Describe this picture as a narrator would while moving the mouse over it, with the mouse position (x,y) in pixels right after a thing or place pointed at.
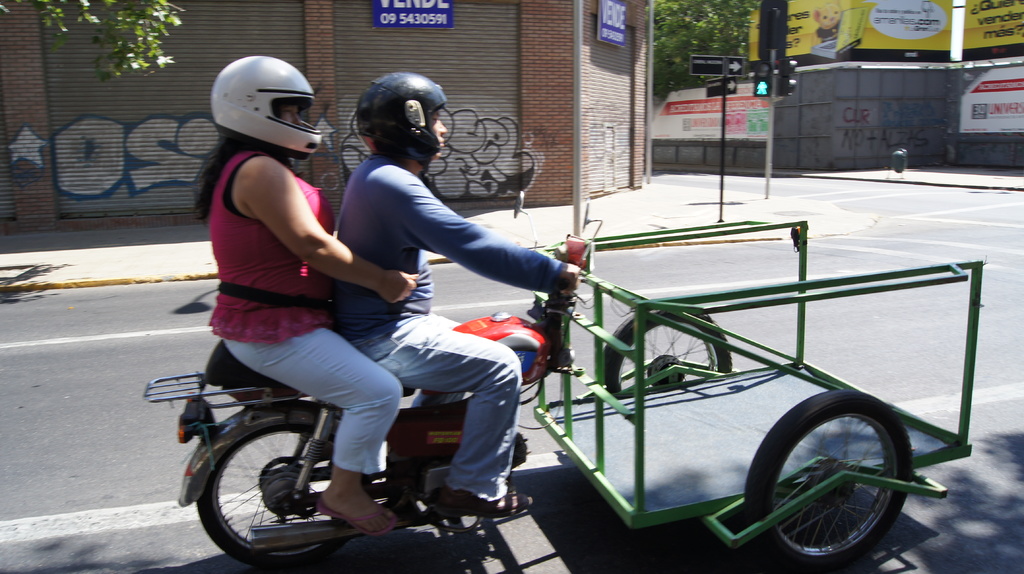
In the picture we can see a woman (288,191) and a man (383,180) sitting on the bike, man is riding the bike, and the bike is three wheeler (820,395) and in front of the bike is connected with trolley (800,378) and they are wearing helmets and behind them we can see some shutters (150,84) and beside it we can see some poles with traffic lights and behind it we can see a wall (799,143) and behind it we can see a tree (736,49).
